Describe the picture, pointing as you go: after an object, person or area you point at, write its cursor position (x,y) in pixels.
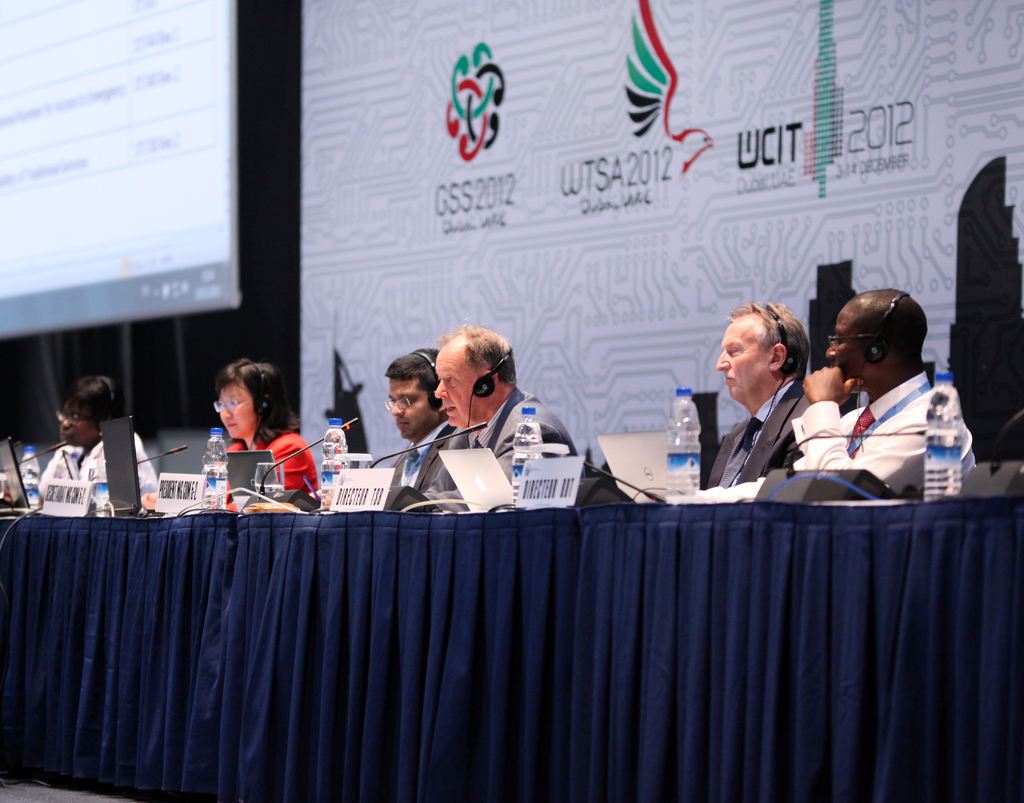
There are persons (226,387) in different color dresses (915,430) sitting in front of a table (828,500) which is covered with violet color cloth (489,578), on which there are bottles (933,455), name boards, mics (873,434) and laptops (106,466). In the background (793,146), there is a hoarding (440,137) and there is a screen (157,219).
